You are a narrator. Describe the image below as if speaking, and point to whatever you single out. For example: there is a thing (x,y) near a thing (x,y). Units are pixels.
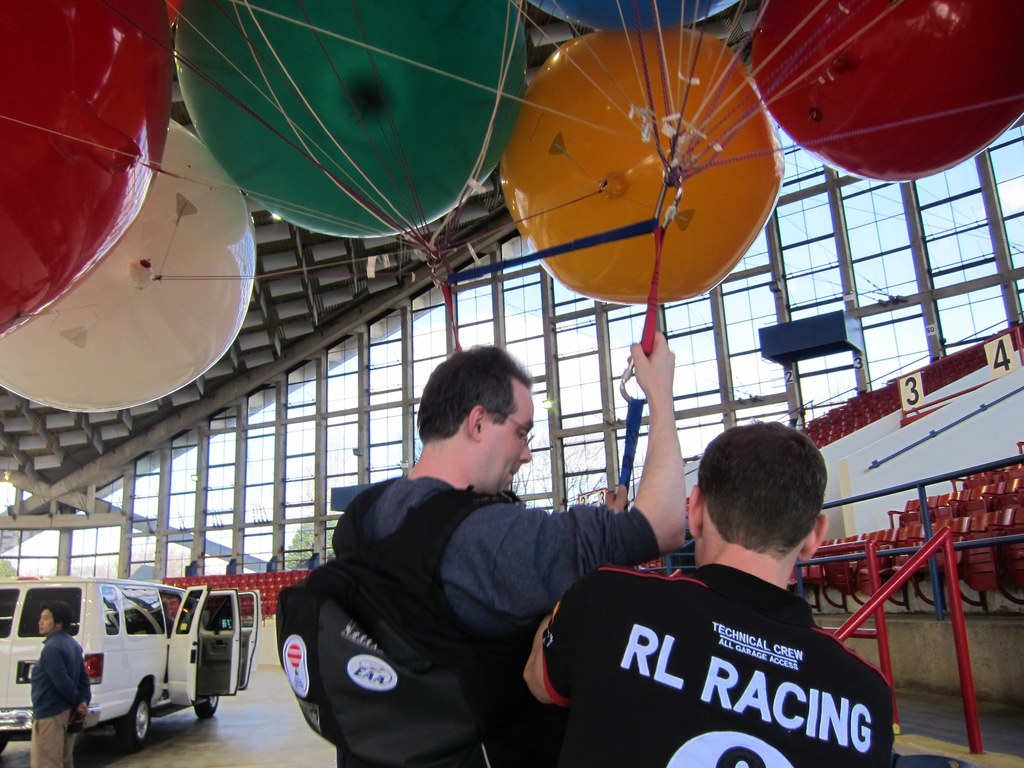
In the foreground of the picture (510,552) there are two men (435,482). At the top (546,154) there are balloons (240,179). On the left (155,619) there is a van (195,617) and a person (52,673) standing. On the right (943,523) there are chairs (943,507) and railing (953,571). In the background (366,407) there are glass windows (246,487) and chairs (257,580), outside the window (315,519) there are trees (587,453). Sky (588,372) is sunny.
